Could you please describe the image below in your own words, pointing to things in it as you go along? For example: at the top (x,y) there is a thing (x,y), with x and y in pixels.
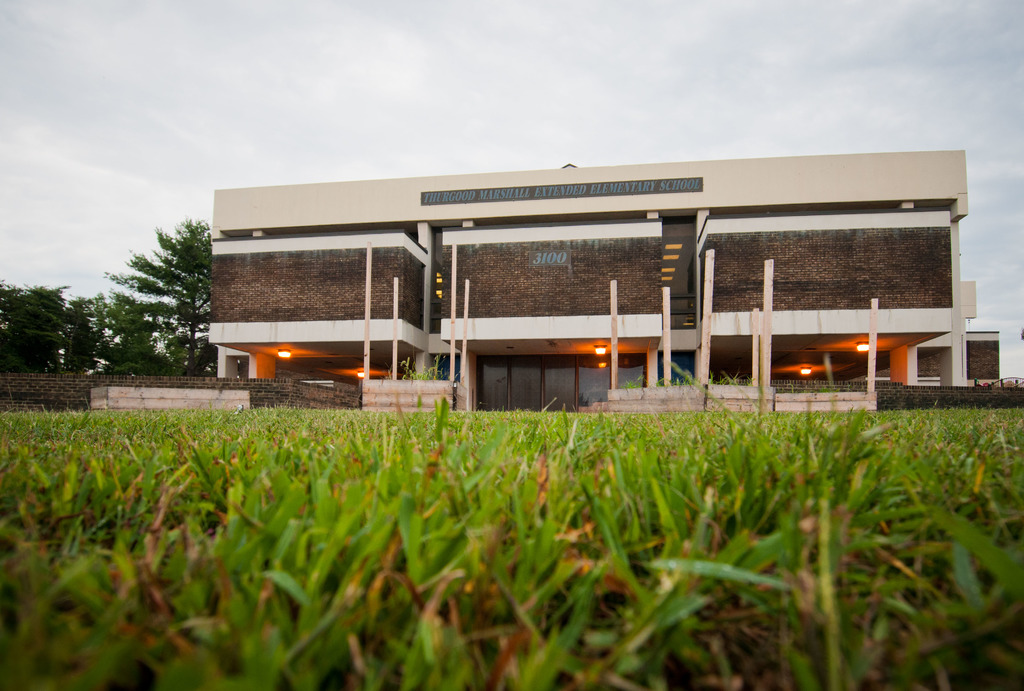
Front of the image we can see grass (471,413). Background (829,232) we can see house (815,231), wall (216,378), trees (24,318) and sky (740,54).
